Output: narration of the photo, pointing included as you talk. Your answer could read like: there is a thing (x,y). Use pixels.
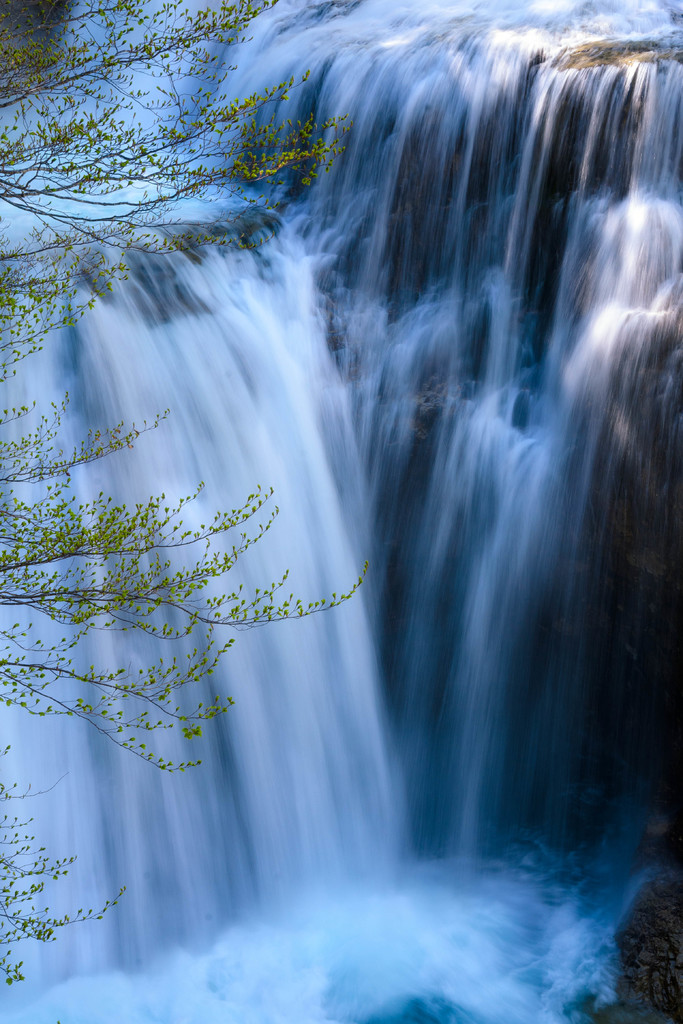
In this picture we can see waterfalls (331,440) and trees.
